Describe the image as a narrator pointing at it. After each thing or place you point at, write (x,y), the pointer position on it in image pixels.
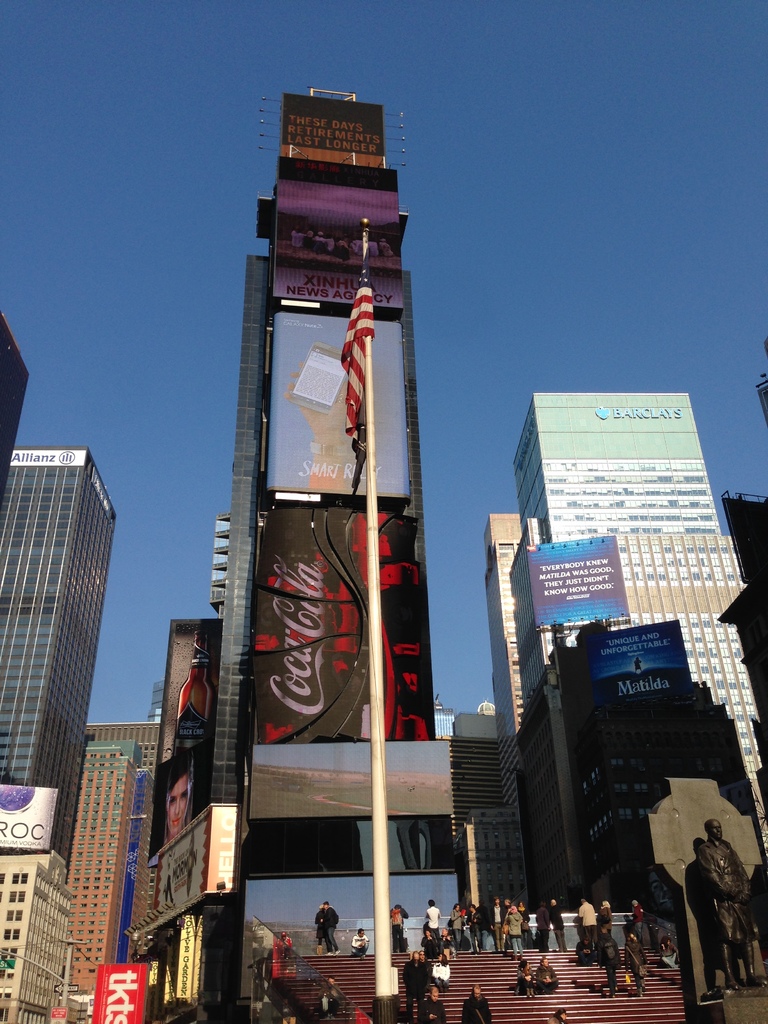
This picture shows few buildings (15,601) and we see few people (544,990) seated on the stairs (484,984) and few (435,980) are climbing up and few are getting down the stairs (365,959) and we see advertisement hoardings (294,455) and a flagpole (375,802) and we see a blue sky (722,157).
